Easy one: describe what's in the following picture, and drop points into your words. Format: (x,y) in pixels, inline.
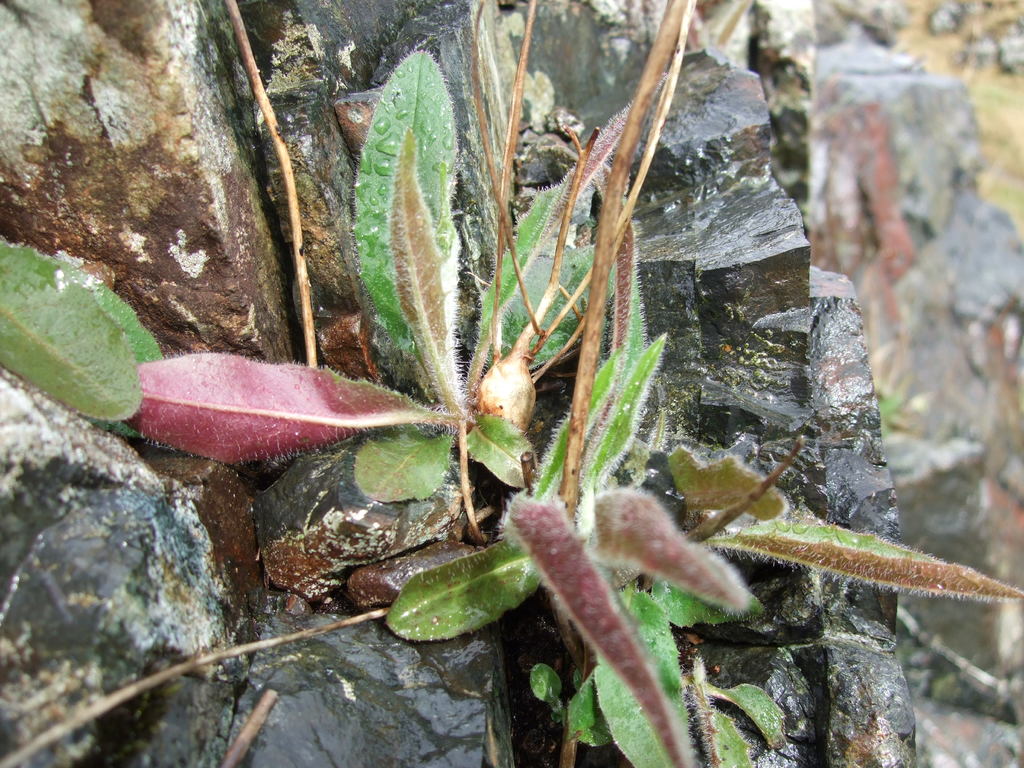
This picture shows a plant (626,269) and we see a rock (698,265).
